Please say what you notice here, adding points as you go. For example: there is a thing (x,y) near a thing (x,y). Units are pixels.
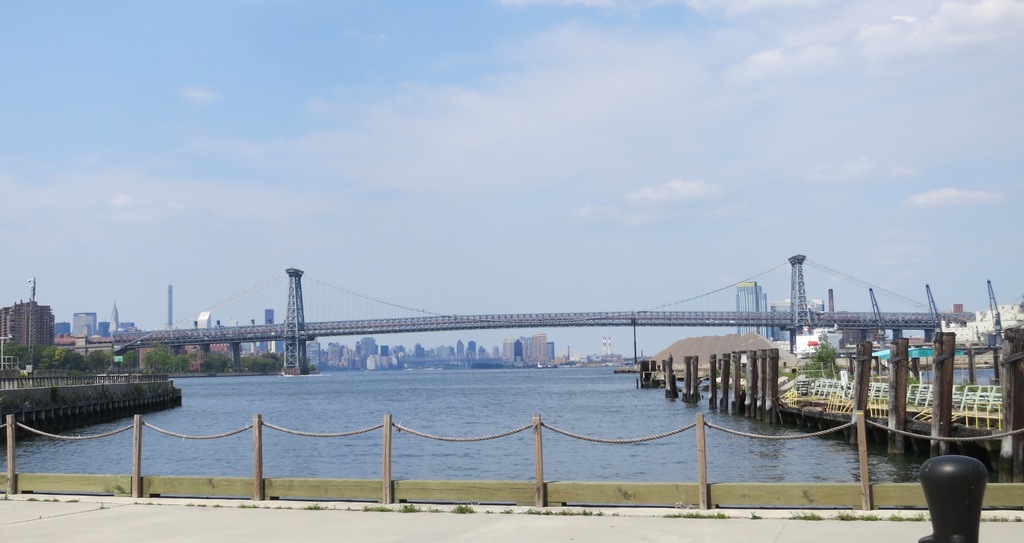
In the center of the image (672,324) we can see a bridge (762,315) in the water (336,387). In the foreground (387,480) we can see a group of poles (390,458) and ropes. In the background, we can see a group of cranes (1002,340), trees (29,356), buildings (550,343) and cloudy sky (462,204).
